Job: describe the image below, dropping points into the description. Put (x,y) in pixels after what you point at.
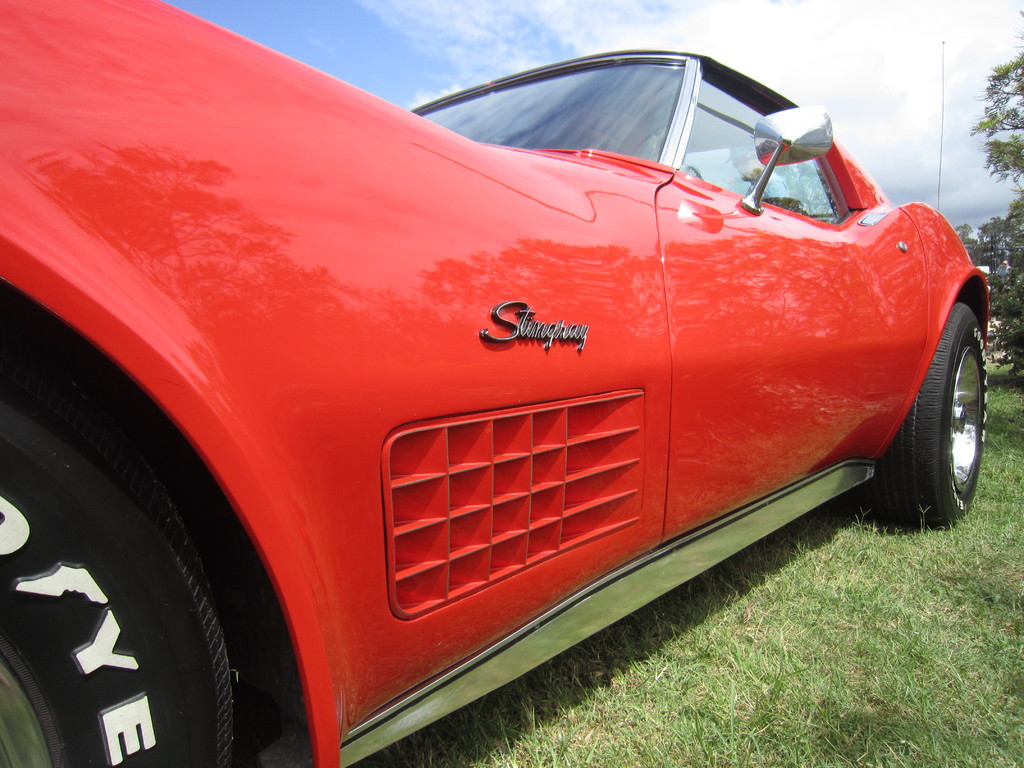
In this picture there is a red color car (468,452) on the grass (873,629) and there is a text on the wheels (957,328) and there is a text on the car (960,482). At the top (313,38) there is sky (415,36) and there are clouds (799,57). At the back (1014,272) there are trees (1010,372).
